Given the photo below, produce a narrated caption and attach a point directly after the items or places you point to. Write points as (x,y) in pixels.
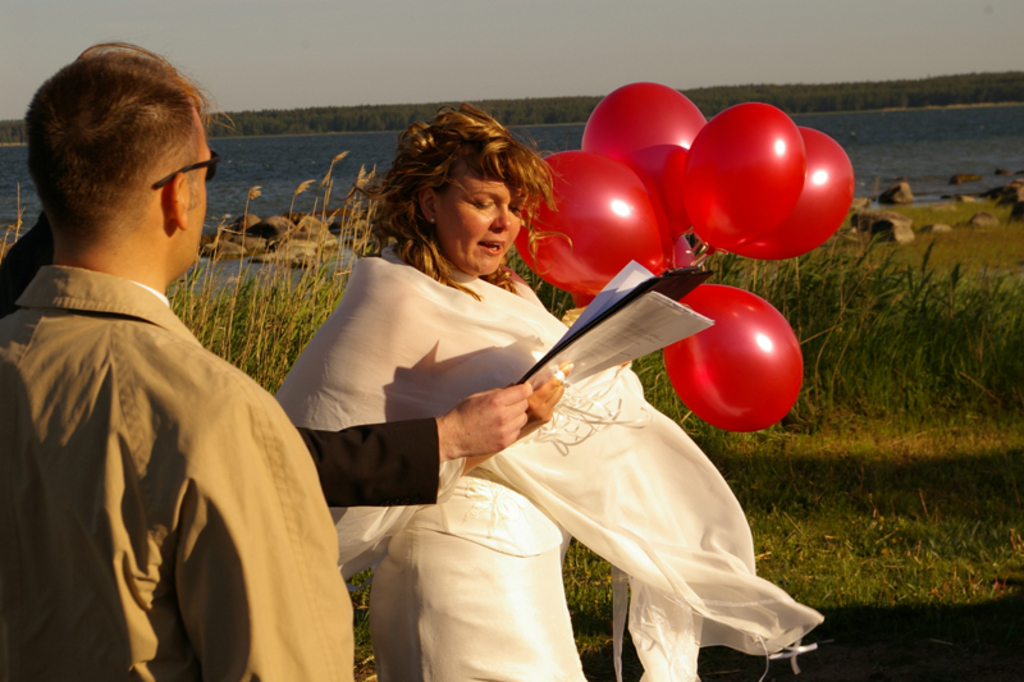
In this image we can see three persons (460,504). And we can see a woman (485,361) holding papers (631,324) and balloons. We can see the grass (882,283), stones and the water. We can see the surrounding trees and the sky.
